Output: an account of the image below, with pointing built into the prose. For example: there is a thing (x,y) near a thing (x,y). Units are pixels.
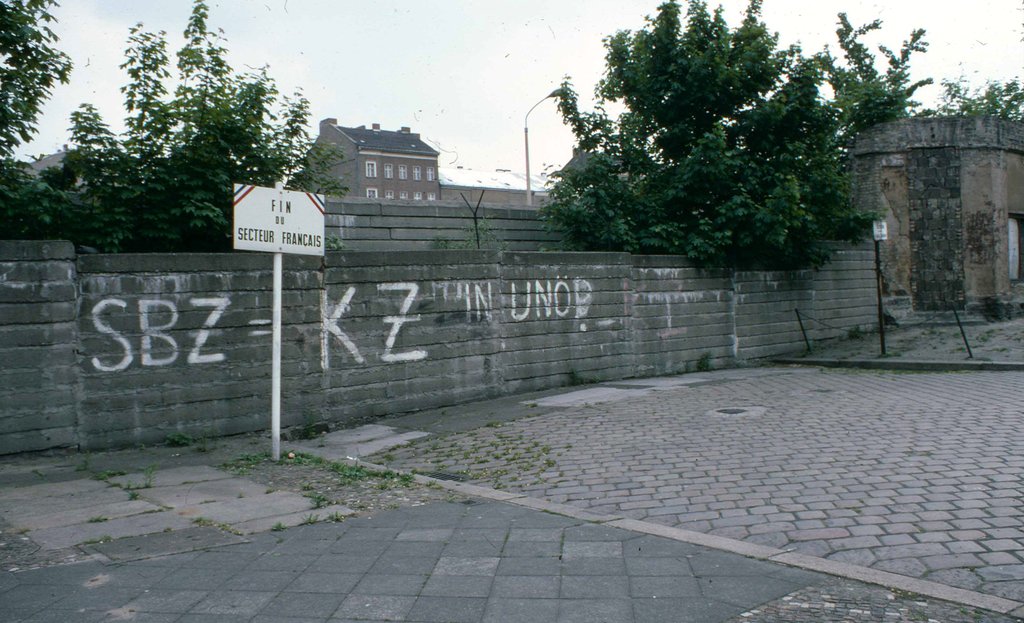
These are the boards (878,232), which are attached to the poles (881,279). This looks like a building (405,174) with the windows (429,174). These are the trees (685,153). I think this is a street light (530,187). I can see the wall (411,286) with the letters (169,324) written on it. Here is the sky (450,69).
